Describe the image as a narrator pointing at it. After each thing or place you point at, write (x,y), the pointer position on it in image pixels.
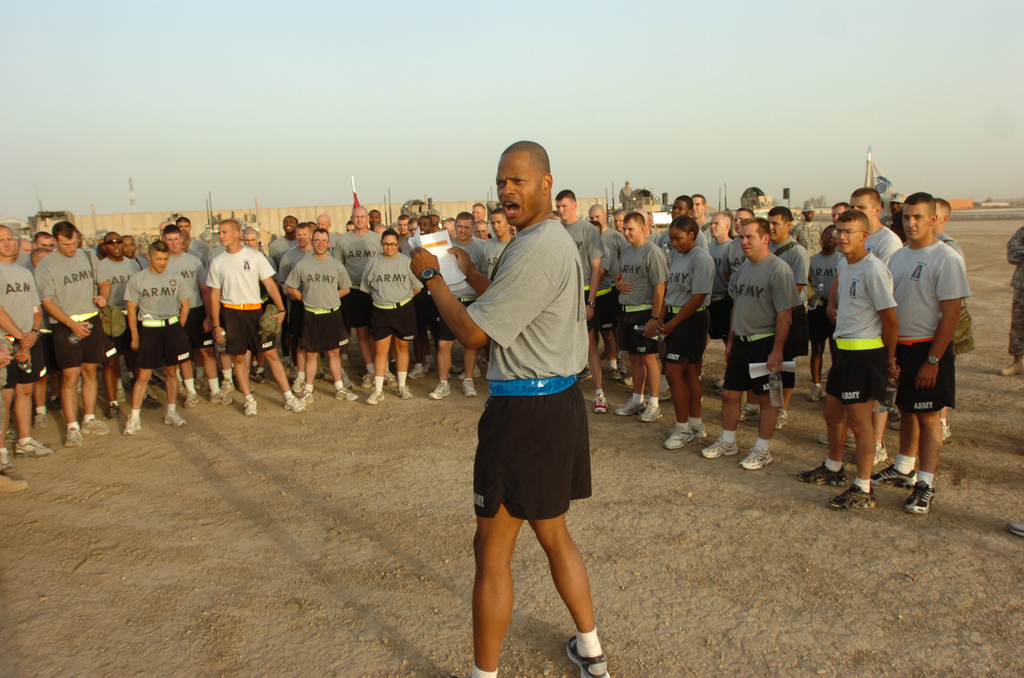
In this image we can see men (449,360) standing on the ground (639,433). In the background (836,82) there is sky (641,156).
